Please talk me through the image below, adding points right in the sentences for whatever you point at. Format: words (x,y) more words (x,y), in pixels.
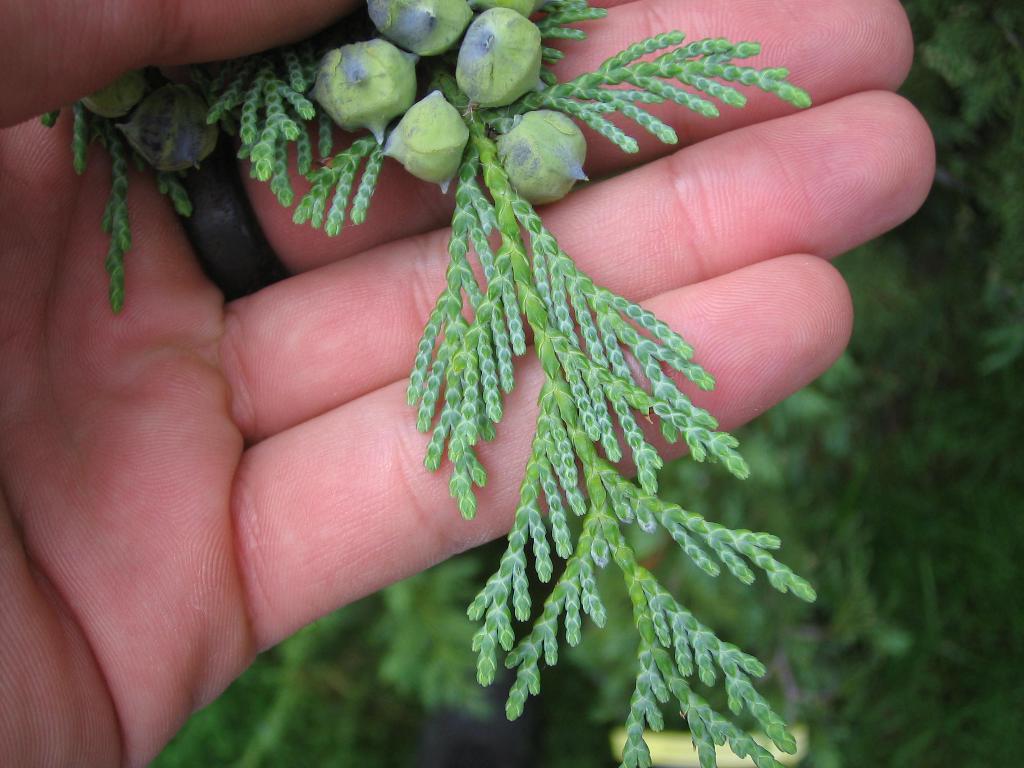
This image consists of a hand (223,467) of a person (629,188) holding a plant (592,558). At the bottom (860,608), there are green leaves (730,661).
